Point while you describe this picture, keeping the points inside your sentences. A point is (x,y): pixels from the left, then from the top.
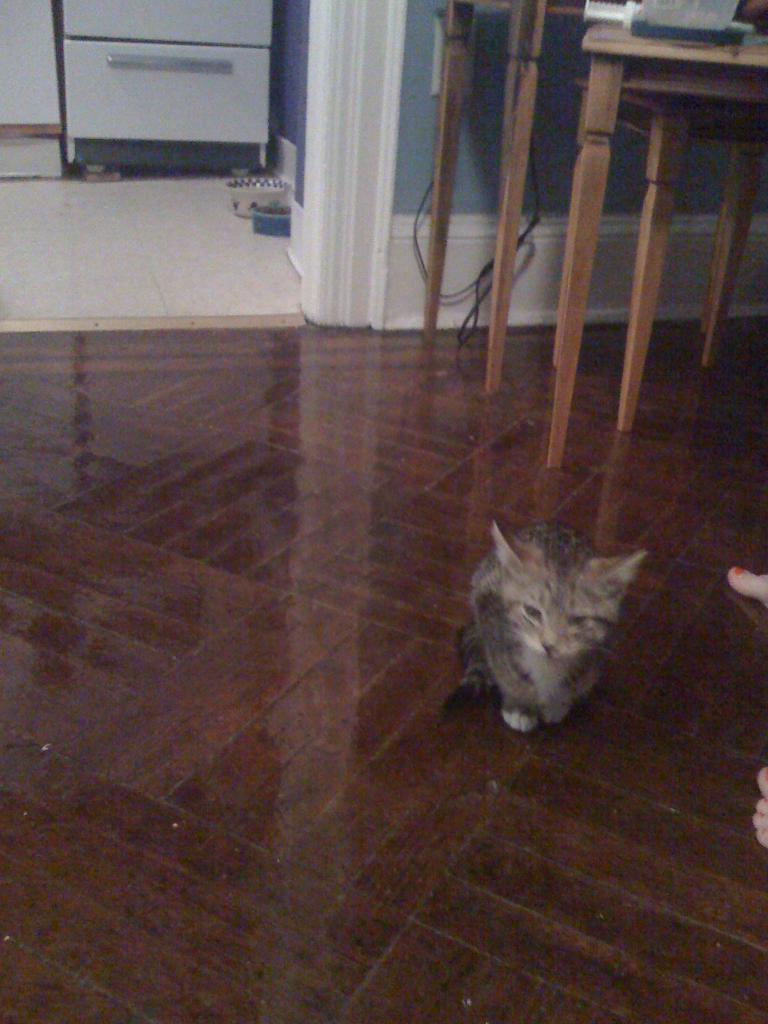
In this picture there is a cat (518,627) sitting on the floor (428,719). In the background (561,205) there is a table (516,180) cupboard (156,43) and a wall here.
